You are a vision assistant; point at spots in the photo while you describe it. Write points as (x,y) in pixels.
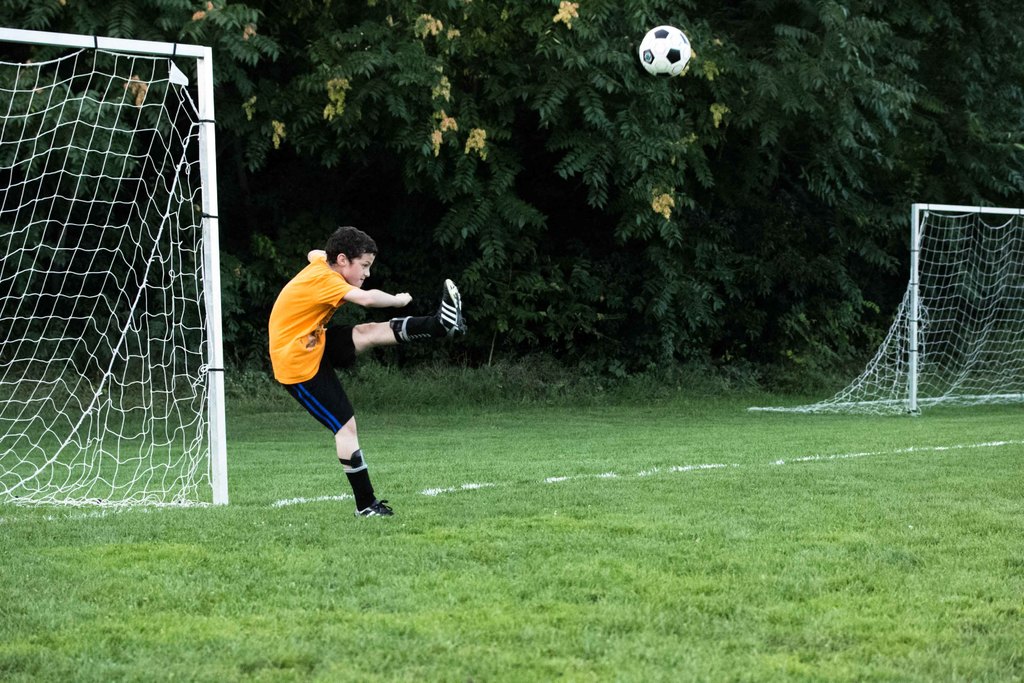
In this image, I can see a boy (384,327) standing on his leg (352,443). This is a football (657,75) flying in the air. Here is the grass (661,477). These are the football goal posts (949,341). In the background (261,200), I can see the trees (566,134).
